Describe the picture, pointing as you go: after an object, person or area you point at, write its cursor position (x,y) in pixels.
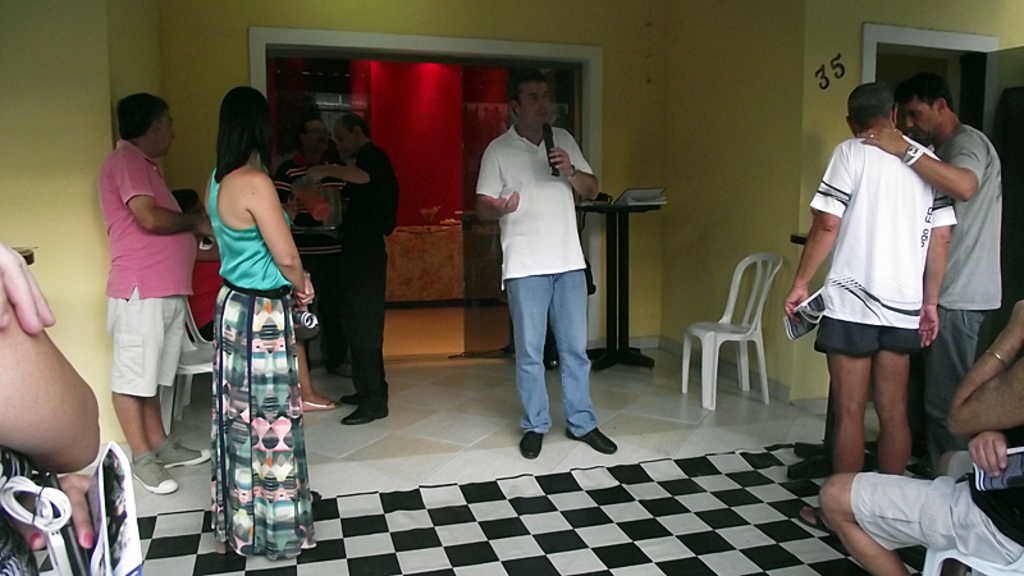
In this image I can see a woman (229,249) wearing green and black dress (251,250) is standing and a person (155,259) pink t shirt (149,257), short (144,344) and shoe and another person (522,230) wearing white t shirt (532,230), blue jeans (530,349) and black shoe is standing and holding a black colored microphone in his hand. To the right side of the image (865,260) I can see few other persons (854,191) standing and a person (966,507) sitting. In the background (373,218) I can see few persons (360,215) standing, the wall (493,28), a glass door (477,98), a stand (627,222) with few objects (634,201) on it and a chair (751,308) which is white in color.
